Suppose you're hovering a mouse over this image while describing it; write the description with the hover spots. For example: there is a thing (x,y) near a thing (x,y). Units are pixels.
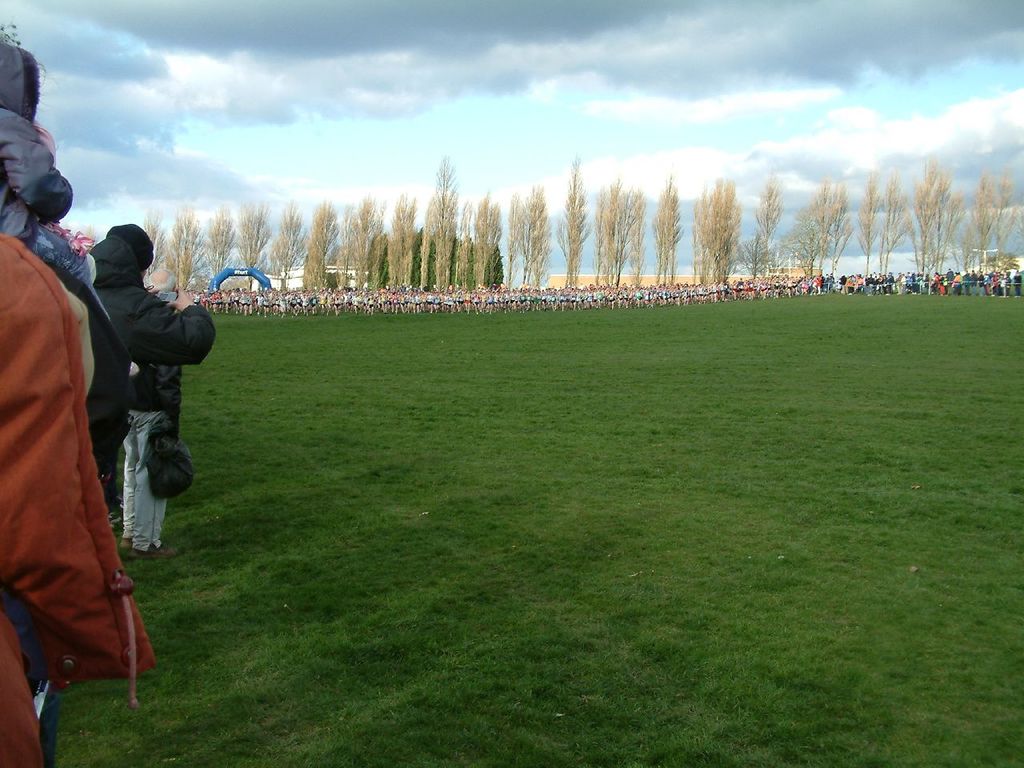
In this image I can see group of people (40,281) standing, the person (131,410) in front (149,434) wearing black jacket (157,395), black bag (161,430). Background (1017,335) I can see many other persons (222,298) standing, grass (499,388) and trees (533,260) in green color and the sky (569,112) is in white color.
